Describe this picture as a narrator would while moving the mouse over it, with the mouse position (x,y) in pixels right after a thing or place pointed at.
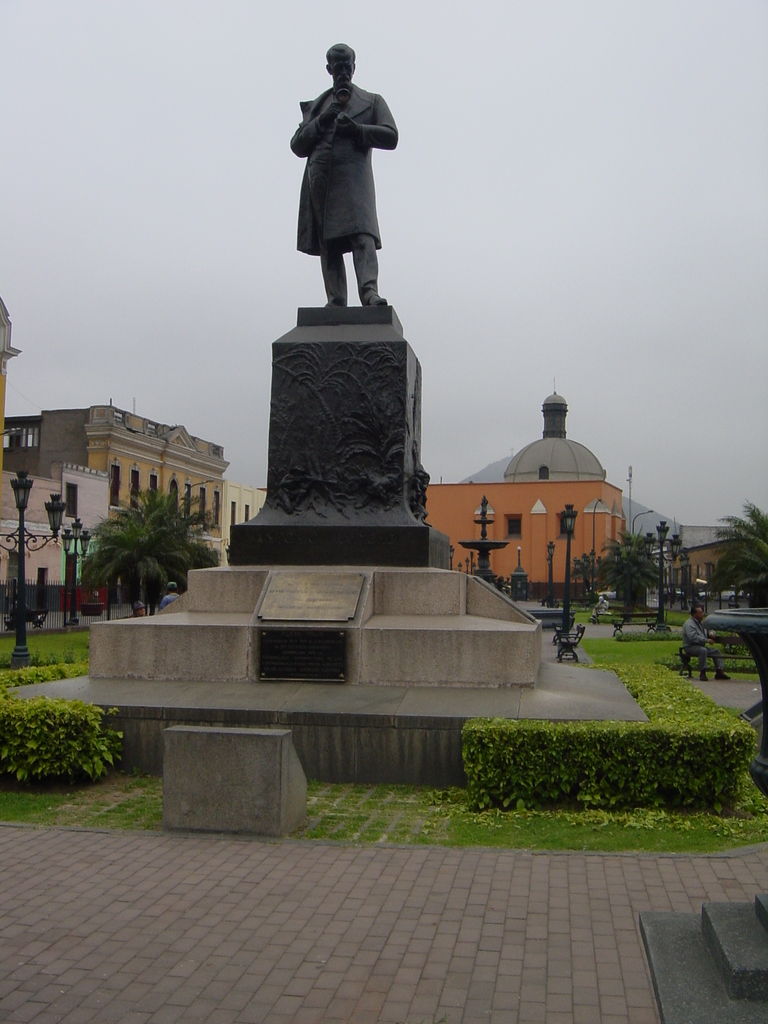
In this image we can see a statue (340,164) on a platform (324,683), plants (46,700), surface (318,854) and objects (269,802). In the background (72,320) we can see a person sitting on a bench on the right side (710,672), trees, light poles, buildings (560,574), windows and sky (119,312).
